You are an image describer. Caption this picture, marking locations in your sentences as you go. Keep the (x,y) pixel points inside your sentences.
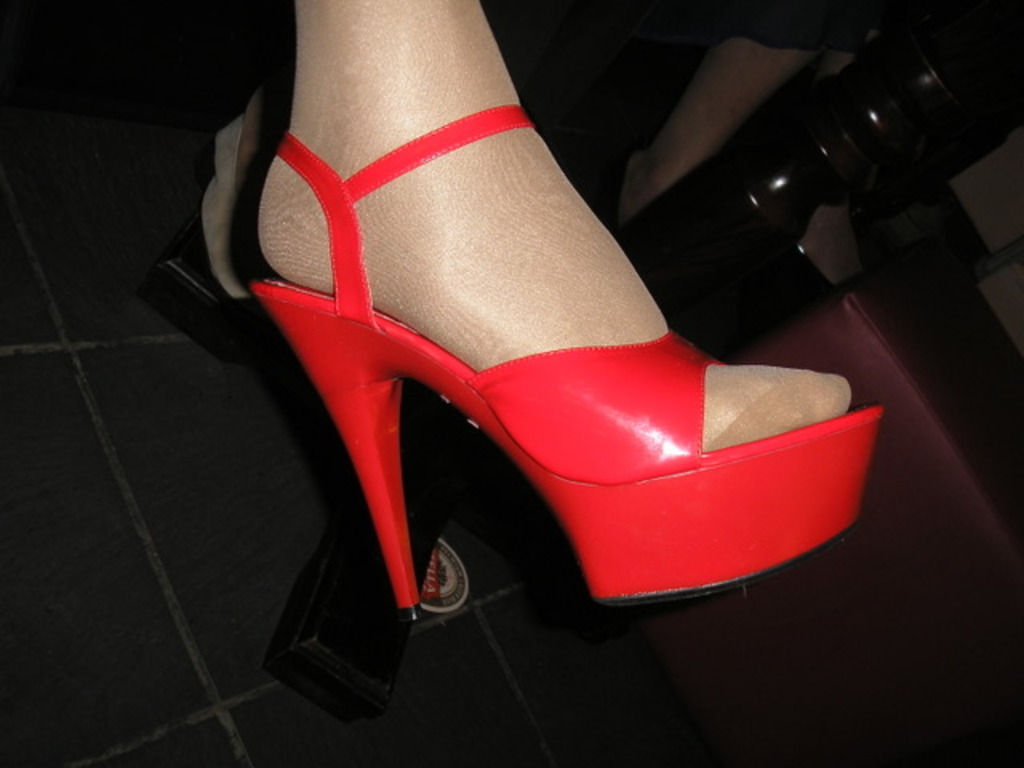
In this image I can see a person's leg (381,102) along with a red color footwear (546,408). Beside I can see a pole (766,176) on the floor (477,691).
